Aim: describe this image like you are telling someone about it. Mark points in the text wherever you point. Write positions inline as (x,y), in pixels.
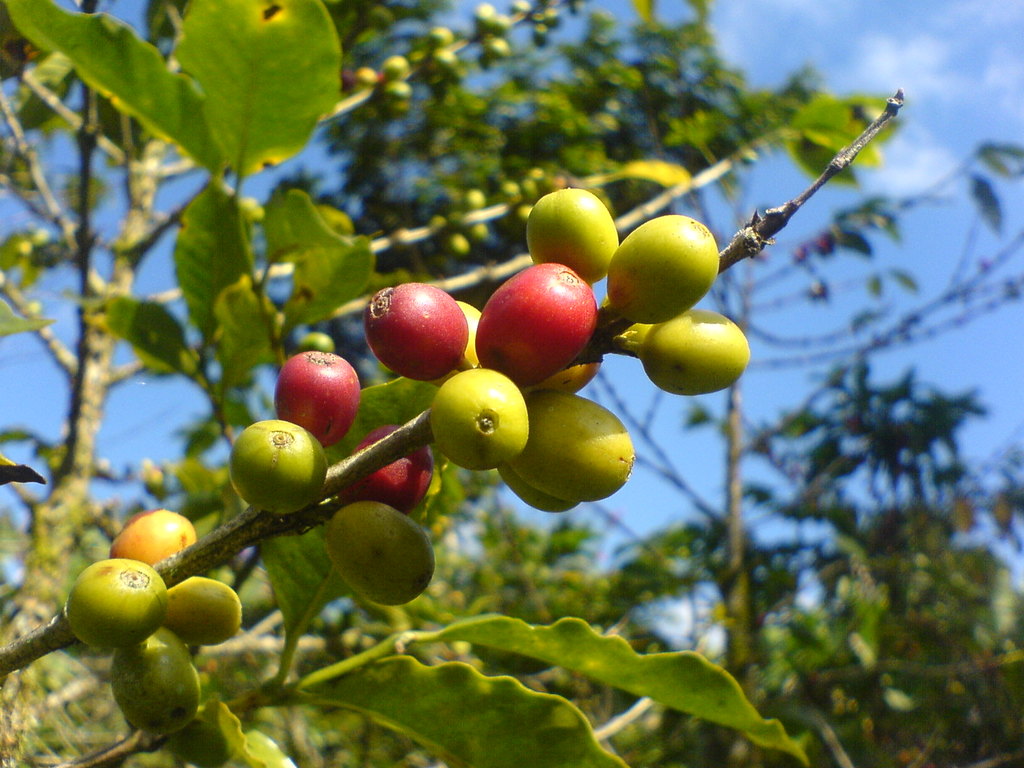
In this image, I can see the fruits (455,371) to a stem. In the background (222,226), there are trees (870,144) and the sky (851,75).
